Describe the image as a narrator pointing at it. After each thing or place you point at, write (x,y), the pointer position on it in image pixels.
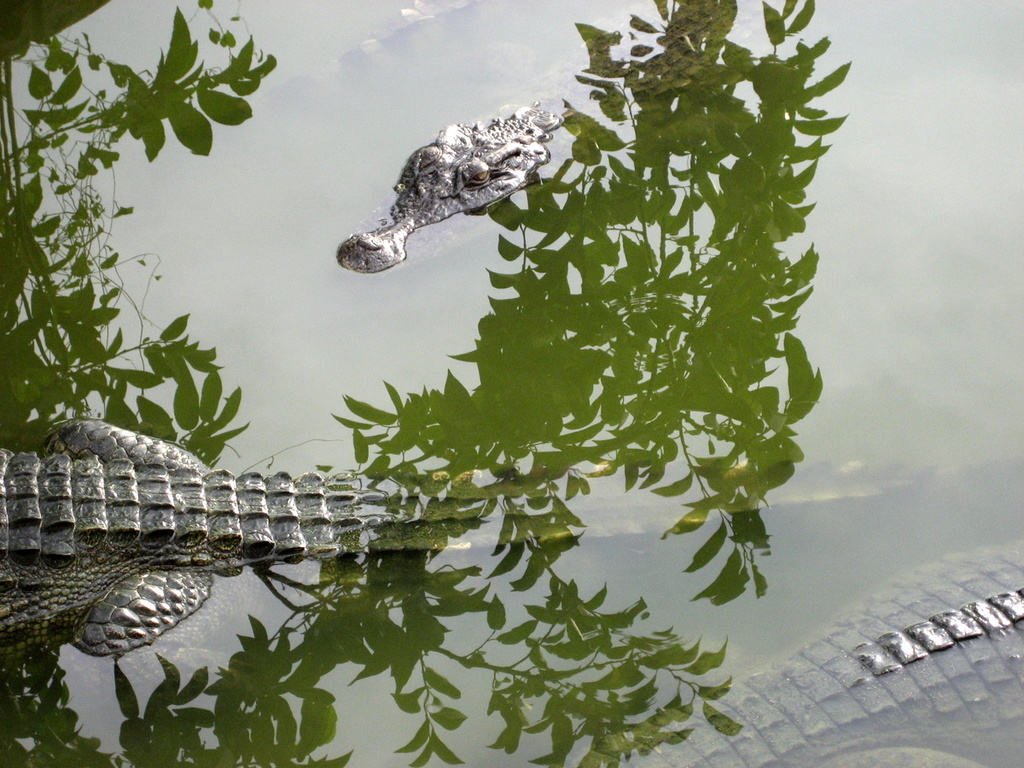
In this image we can see there are some crocodiles (438,219) in the water (774,112) and the shadow (564,393) of a tree (628,462).
